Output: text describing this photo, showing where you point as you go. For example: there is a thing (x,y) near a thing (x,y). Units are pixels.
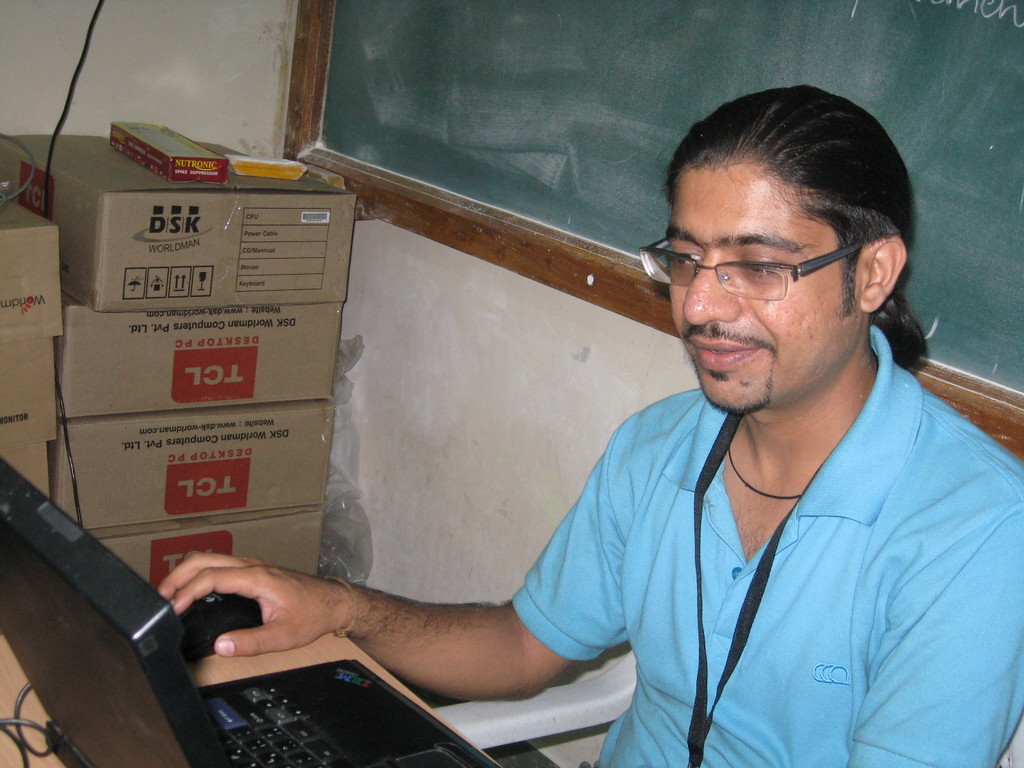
In this image in the center (650,499) there is a man (684,667) sitting on a chair (607,709) and smiling and in front of the man (757,623) there is a laptop (231,726) which is black in colour and there is a mouse (202,609). In the background (159,220) there are boxes (169,377) and there is a board (592,110) which is green in colour and on the top of the box (245,185) there is a package (257,172) and there is a wire (56,133) which is black in colour which is on the left side of the box (121,449).
